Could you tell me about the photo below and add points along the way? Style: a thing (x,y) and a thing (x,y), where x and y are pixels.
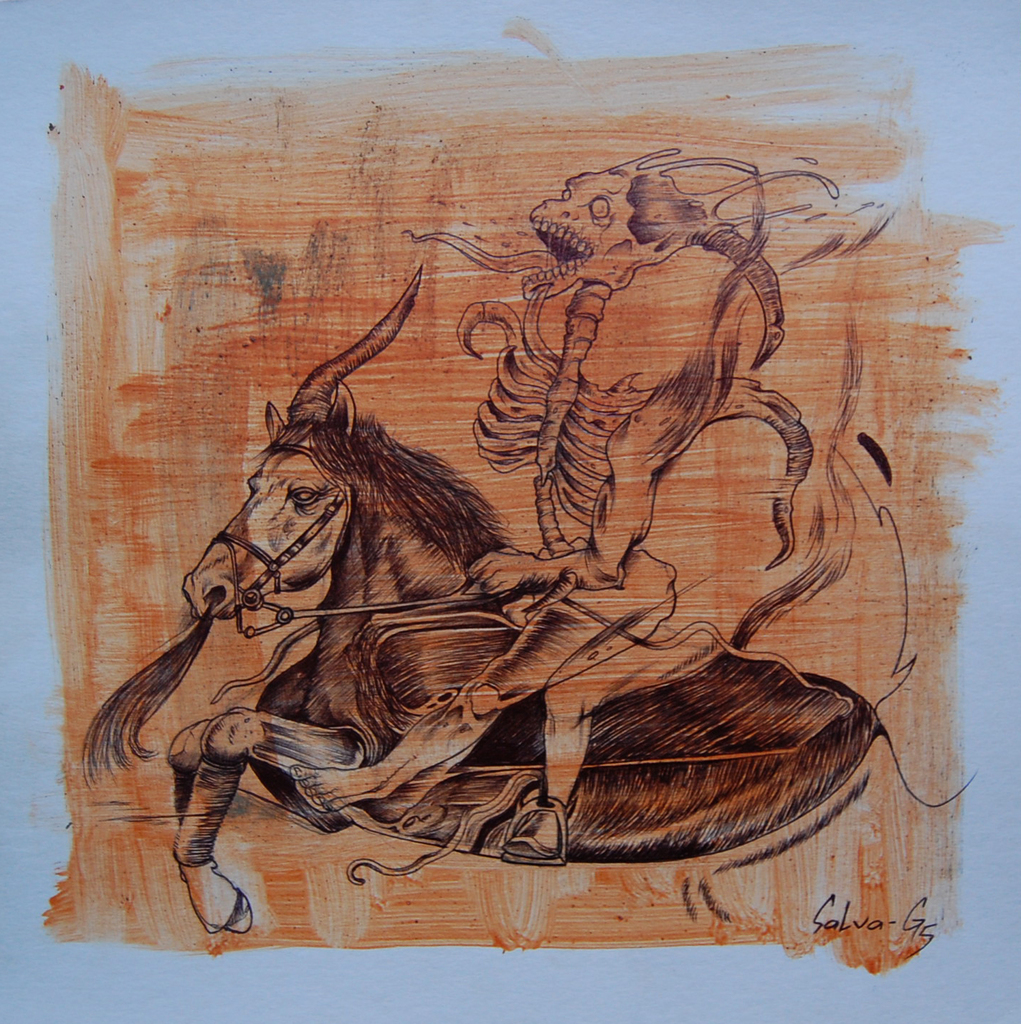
This is a painting and in this painting we can see a horse (475,486) running with a skeleton (599,180) on it.
